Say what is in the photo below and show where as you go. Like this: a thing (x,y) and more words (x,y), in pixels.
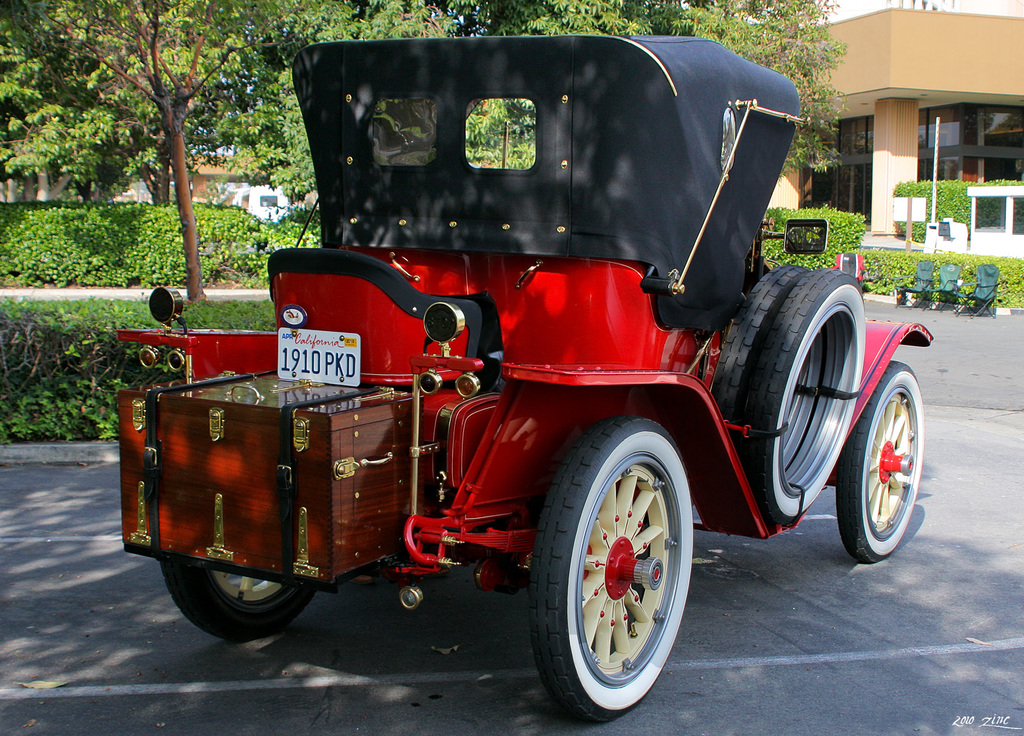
There is a red color vehicle (612,351) on the road (707,554) and there are trees (721,18) and a building (912,100) in the background (898,127).
